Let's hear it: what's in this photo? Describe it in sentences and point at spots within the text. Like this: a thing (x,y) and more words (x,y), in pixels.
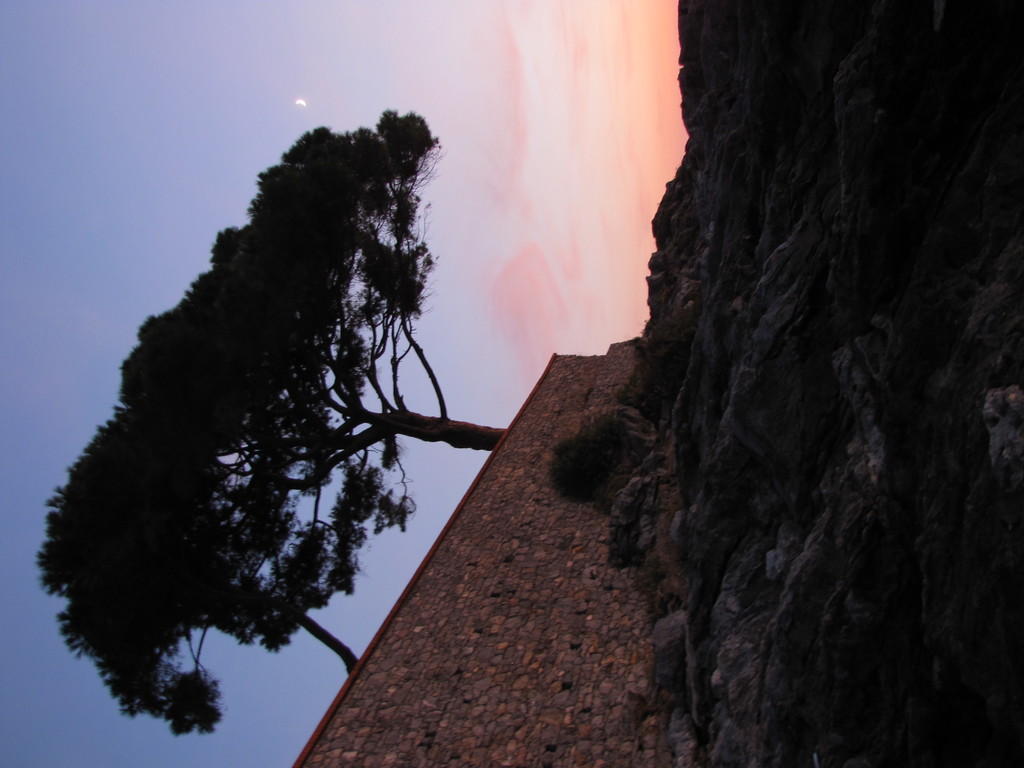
In the image I can see a place (778,694) where we have some rocks (690,761) and also I can see a wall (376,752) and some trees (136,586).
